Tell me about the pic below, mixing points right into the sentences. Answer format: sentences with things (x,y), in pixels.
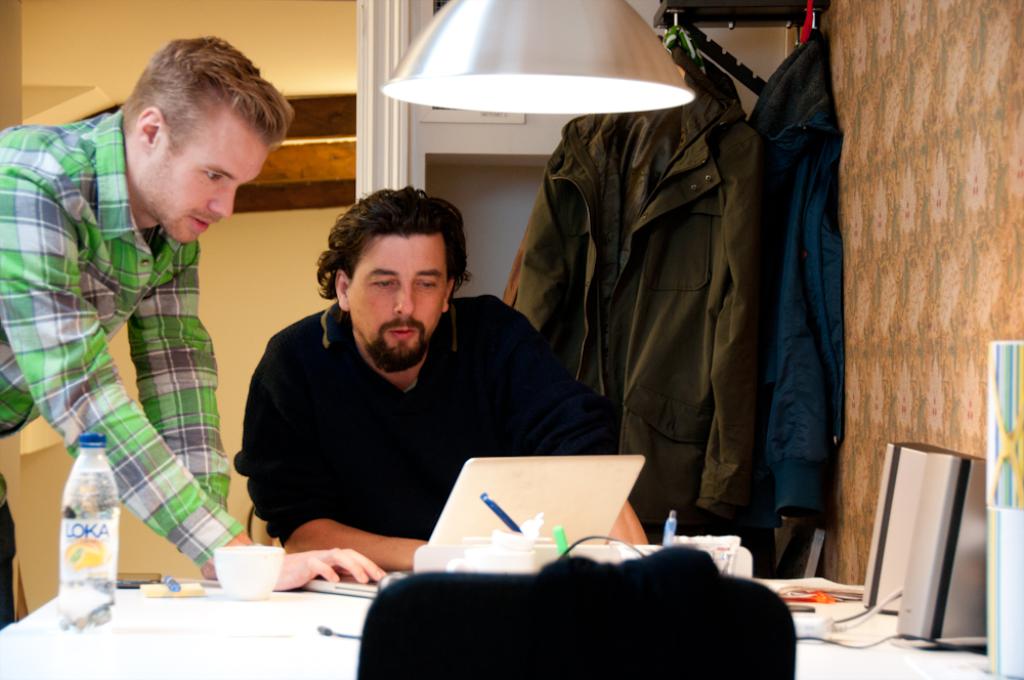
In this picture we can see two men (360,314), one man (101,261) is standing and one is sitting, the two persons (419,388) are looking at laptop (496,484), there is a table (273,609) in front of the man (360,500), the table (301,597) consists of a water bottle (110,550) a cup (267,556), on the right side of the image (775,307) we can see some clothes (788,282) here, on the top of the image (563,92) we can see a light (526,92).
